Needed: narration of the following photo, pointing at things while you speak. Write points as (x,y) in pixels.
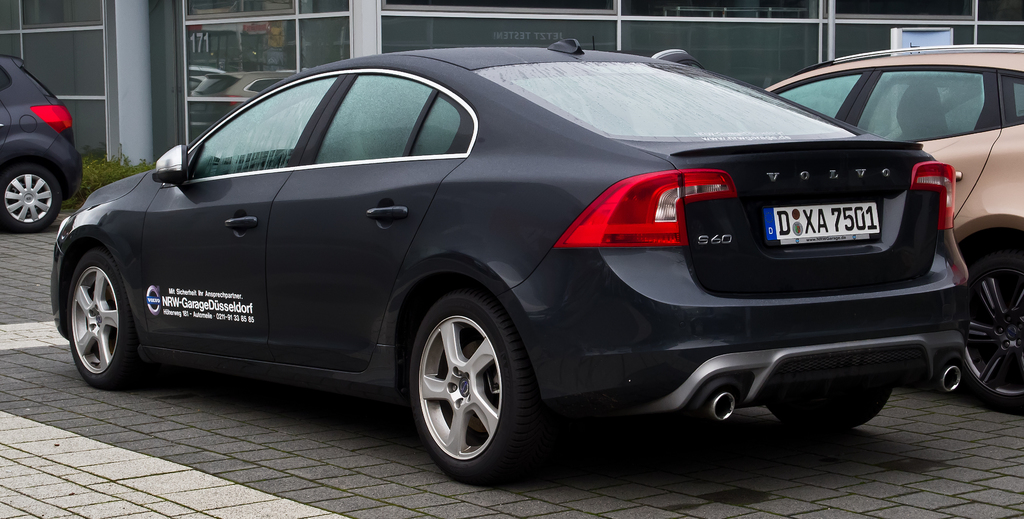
In this image I can see there are cars (640,314) on the ground (445,502). And at the side there is a building (134,81) and plants (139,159). And there is a box (898,48) attached to the building (884,33).
